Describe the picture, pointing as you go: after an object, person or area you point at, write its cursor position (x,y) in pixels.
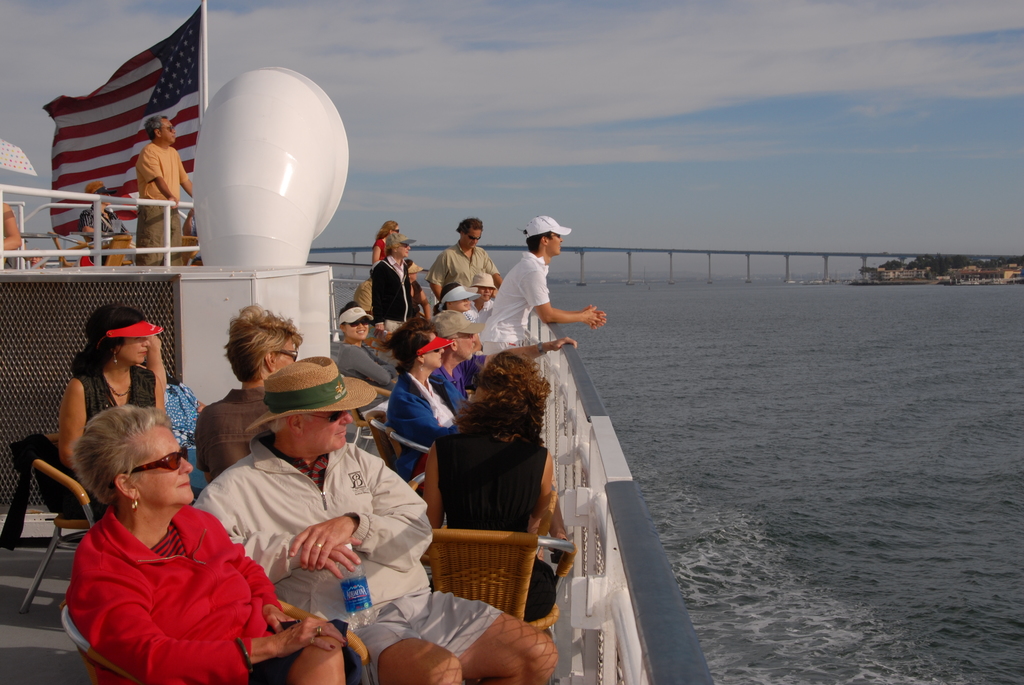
In the picture I can see a few people (459,405) in the ship (237,240). I can see a few of them standing and there are a few people (313,584) sitting on the chairs (498,581). I can see the flag pole (204,46) on the top left side (118,105). In the background (844,251), I can see the bridge construction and buildings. There are clouds (579,71) in the sky (778,137).
